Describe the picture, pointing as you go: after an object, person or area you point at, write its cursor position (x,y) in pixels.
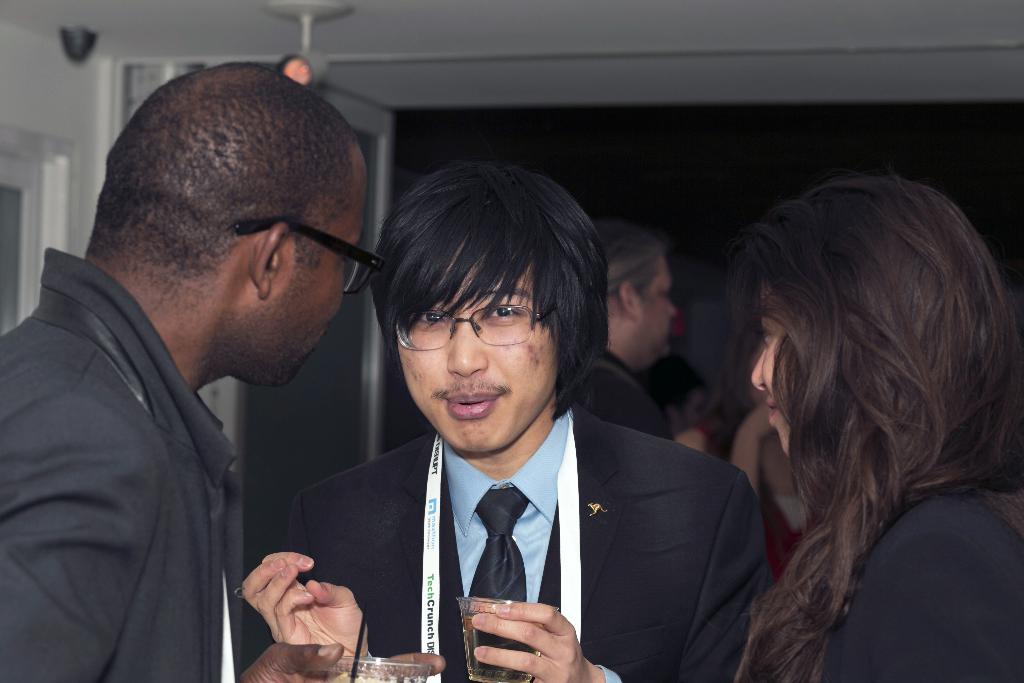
In the image we can see there are people (400,584) standing and there are men (385,650) holding plastic cups (470,648) in their hand (409,656).
